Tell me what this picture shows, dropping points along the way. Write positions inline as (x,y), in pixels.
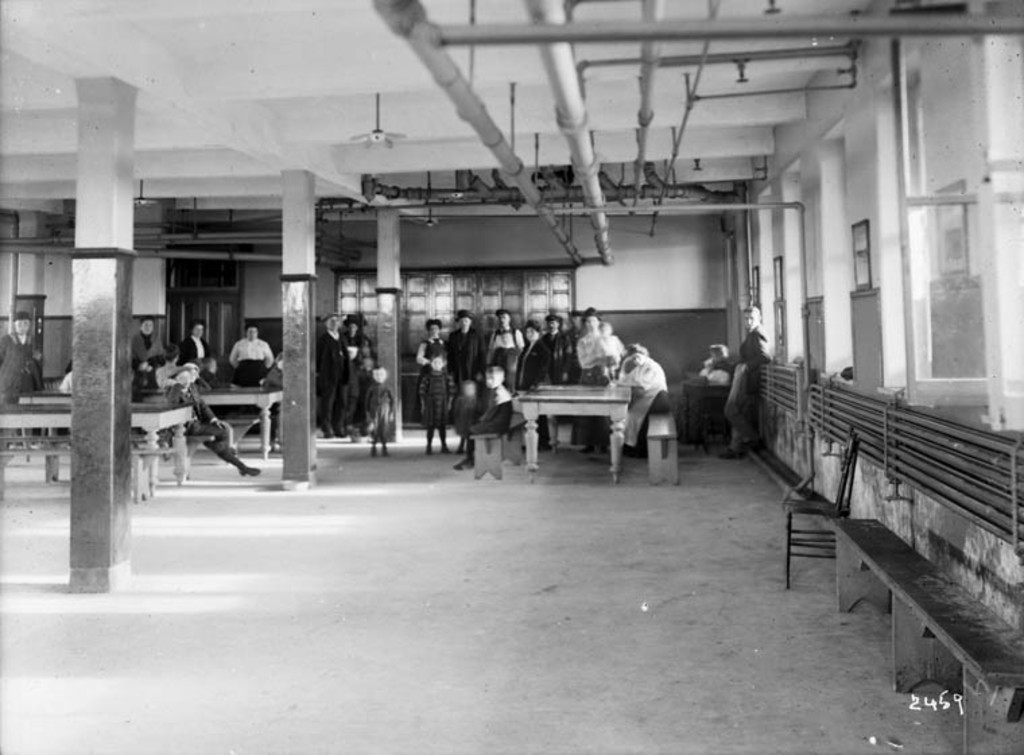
In this picture I can observe some people (264,368) standing on the floor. There are some children (443,372) in this picture along with men (458,341) and women (533,358). This is a black and white image.
